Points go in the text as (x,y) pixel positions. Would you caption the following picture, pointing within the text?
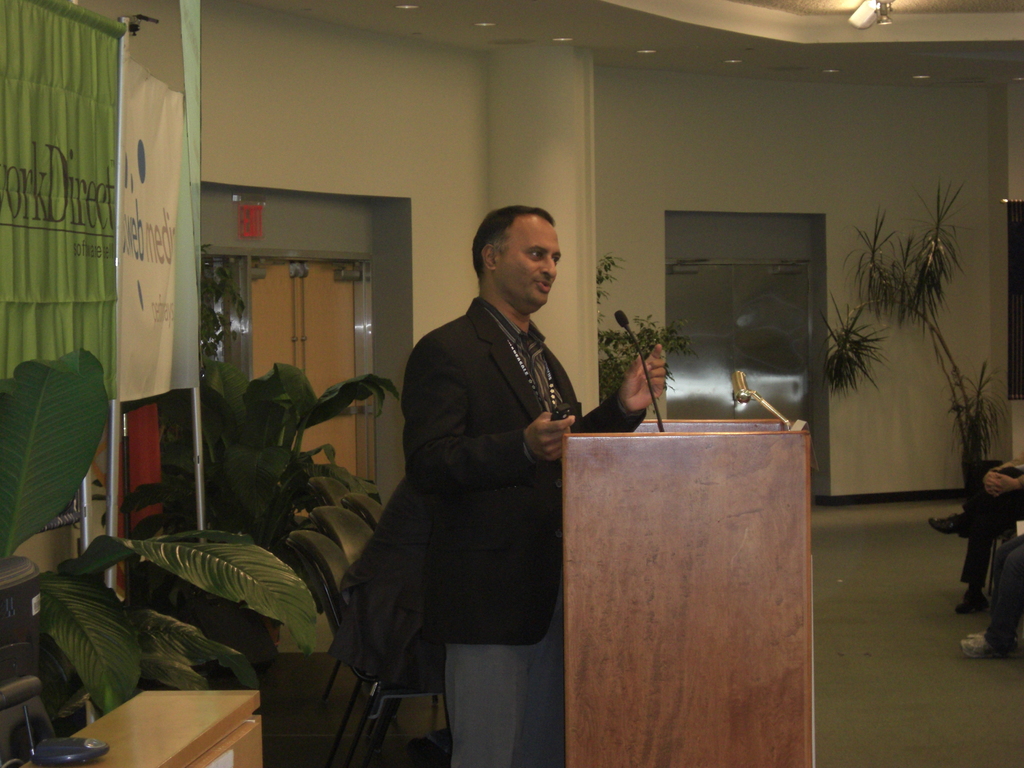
This is the man (510,489) standing. I can see a podium (676,425) with the mike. These are the plants (261,486) and trees (951,400). This looks like a banner (54,50). I can see a table (133,728) with an object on it. These are the chairs (362,506). On the right corner of the image (1011,591), I can see two people (1011,591) sitting. Here is a pillar (559,105).
